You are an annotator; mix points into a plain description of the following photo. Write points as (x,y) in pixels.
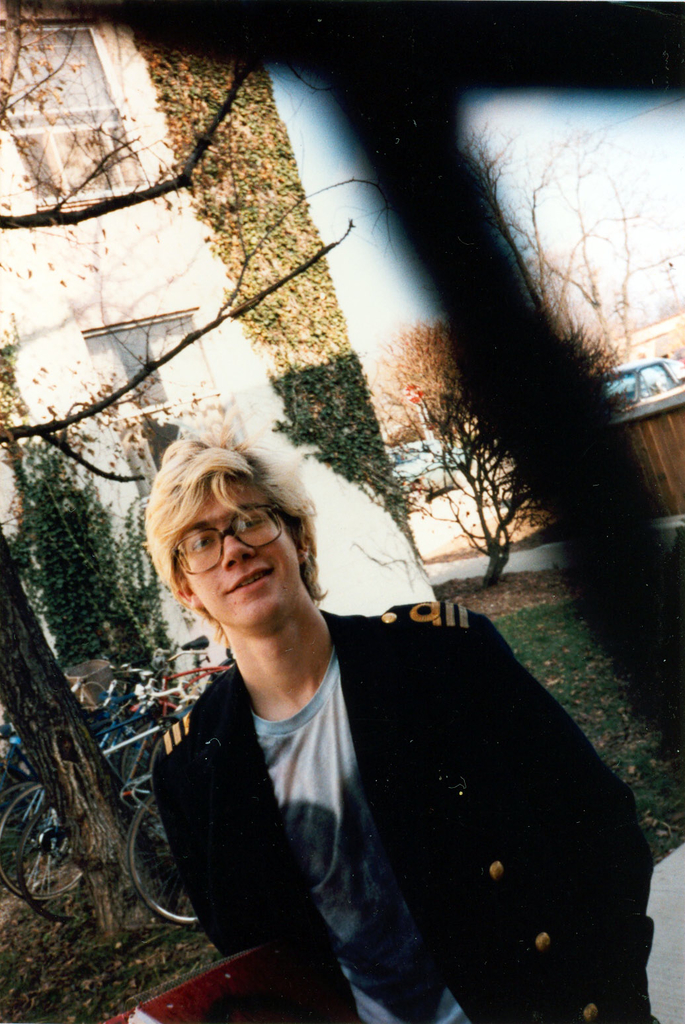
The man (306,721) in the front of the picture (383,733) wearing the black jacket (399,714) is standing and he is smiling. He is even wearing the spectacles (260,517). Behind him, we see many bicycles (149,792). On the left side (211,365), we see a white building (184,374) which is covered with creeper plants (298,331). On the right side (623,392), we see cars (653,395) parked on the road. There are trees (576,337) in the background (109,930). We even see the sky (667,218).
